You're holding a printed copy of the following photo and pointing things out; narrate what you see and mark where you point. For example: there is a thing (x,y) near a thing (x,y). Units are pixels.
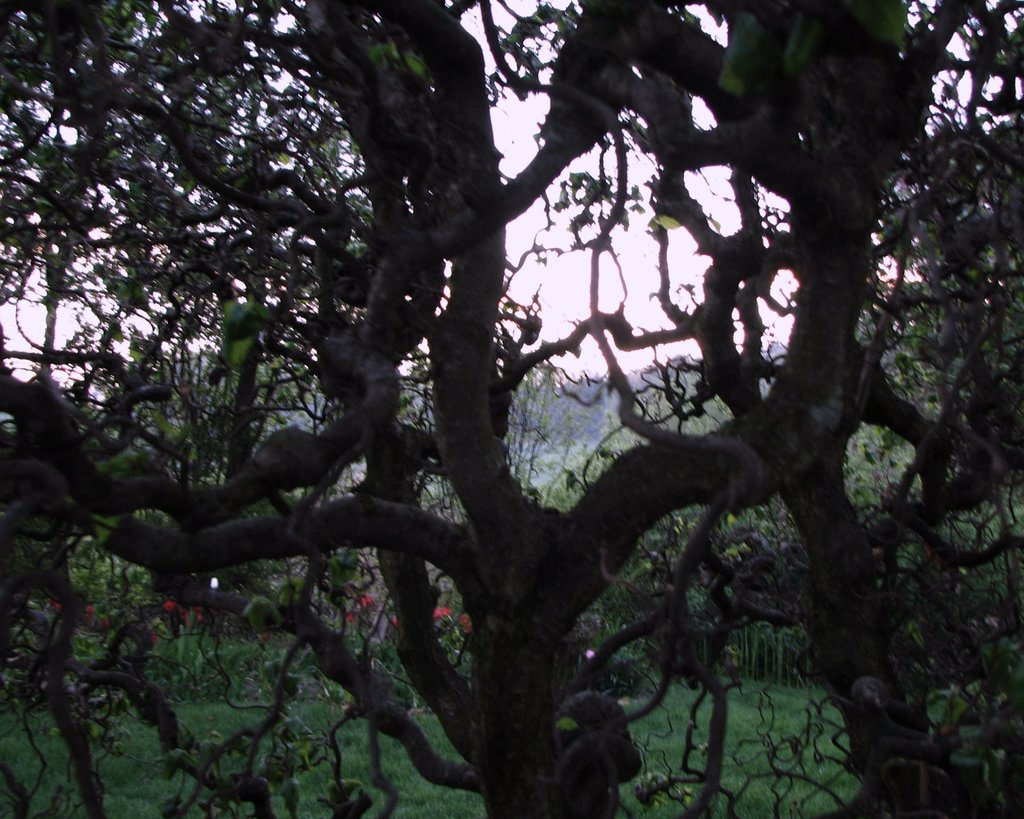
In this picture we can see the grass (776,707), trees (115,640) and in the background (762,345) we can see the sky (539,221).
